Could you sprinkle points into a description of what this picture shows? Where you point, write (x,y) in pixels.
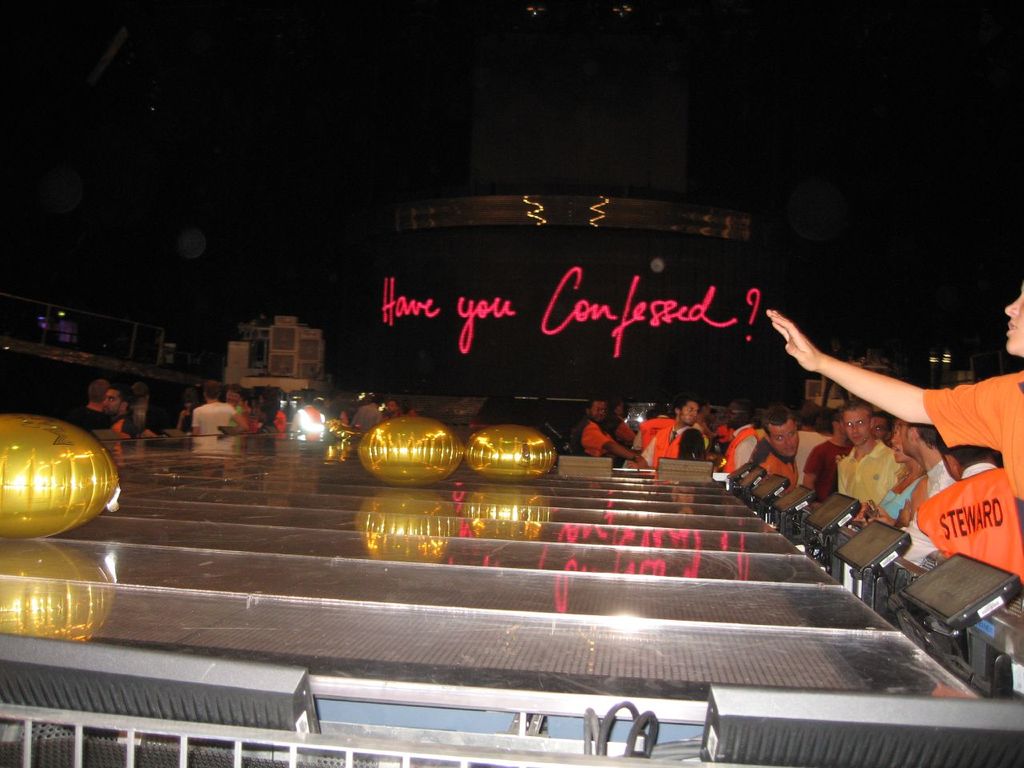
In this image we can see people (879,410), balloons (21,509), devices (855,711), and objects (260,375). There is a dark background (727,5) and we can see a screen (591,312) with some text (632,286).
